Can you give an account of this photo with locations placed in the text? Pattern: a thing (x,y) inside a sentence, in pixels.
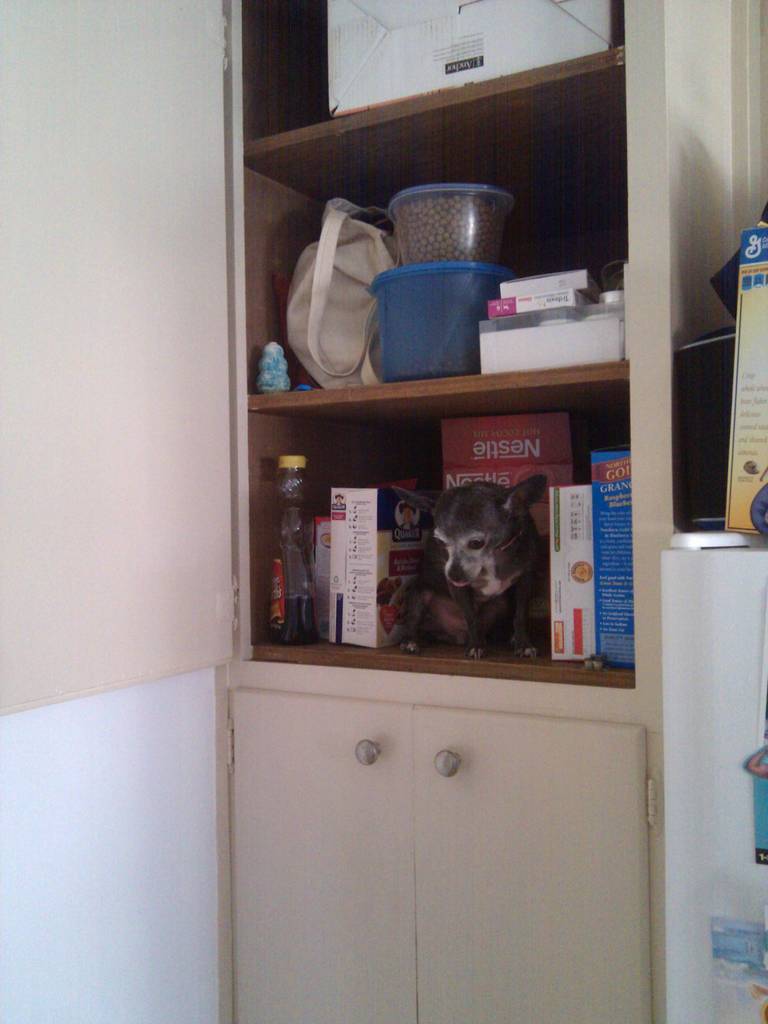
This image is taken from inside. In this image there are cupboards (184,654). In the cupboards (391,676) there is a dog (455,548) and a few other objects (510,331) are arranged. On the left side of the image (121,826) there is a wall (123,695).
